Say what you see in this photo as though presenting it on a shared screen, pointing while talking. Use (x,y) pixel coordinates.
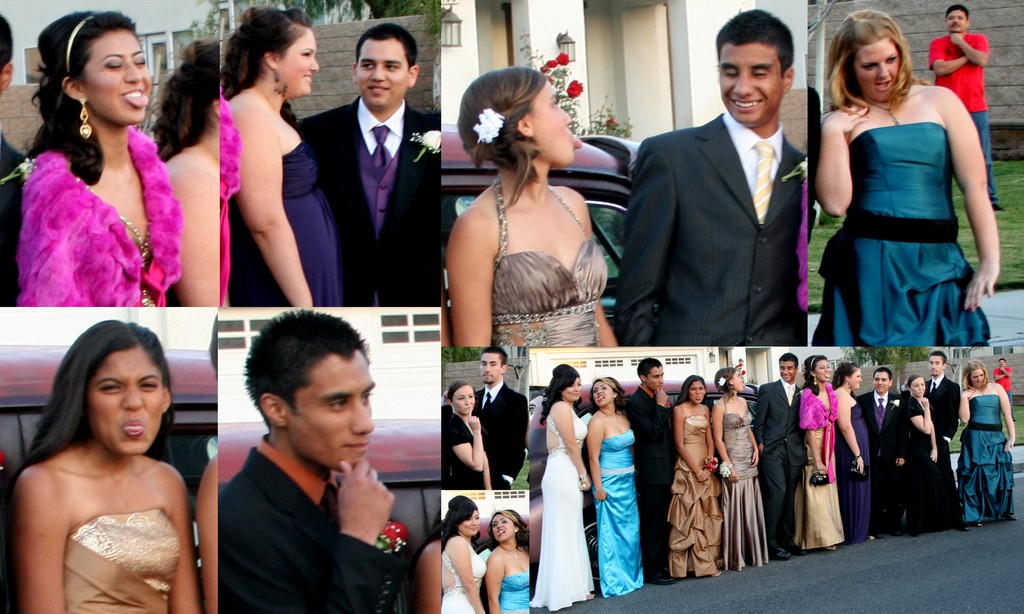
In this image I can see the collage picture in which I can see few women (225,196) wearing blue, brown, pink, white and black colored dresses (557,502) are standing and few men (431,304) wearing shirts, ties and blazers (415,285) are standing. In the background (609,162) I can see a person (968,84) wearing t shirt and jeans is standing, a vehicle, a building (698,17) which is cream in color, few trees (429,5) which are green in color and few flowers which are red in color.
